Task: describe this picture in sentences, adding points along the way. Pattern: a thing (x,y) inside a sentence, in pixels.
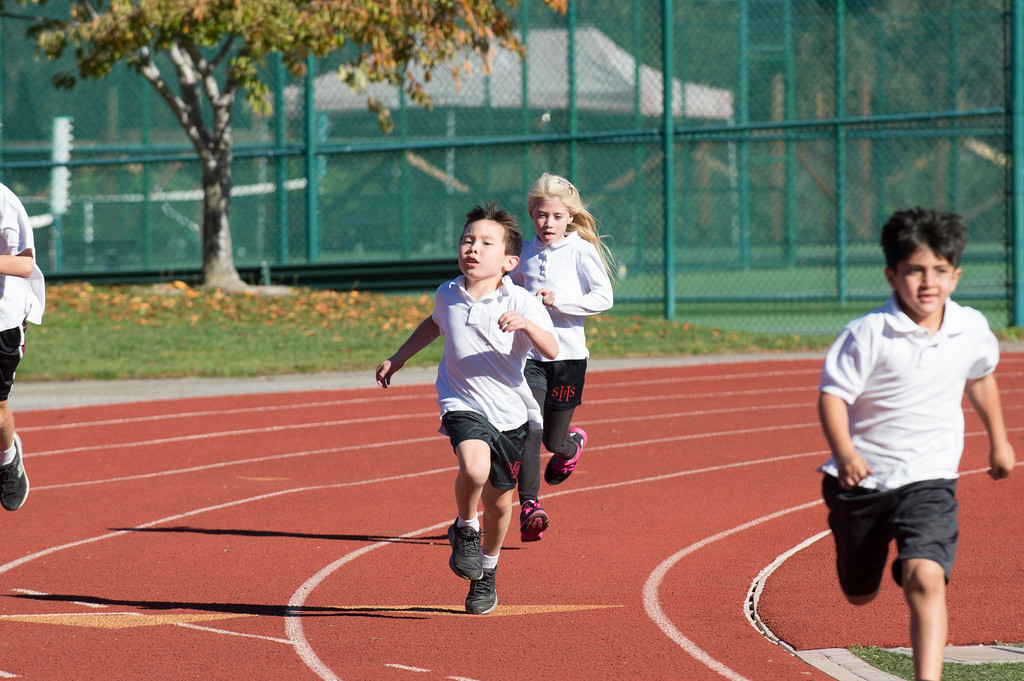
In this picture, we can see a few people (518,365) running on the path (330,479), we can see the ground (191,329) with grass (191,307), tree (230,190), poles (274,150), net (543,107), and the shed (531,91).
